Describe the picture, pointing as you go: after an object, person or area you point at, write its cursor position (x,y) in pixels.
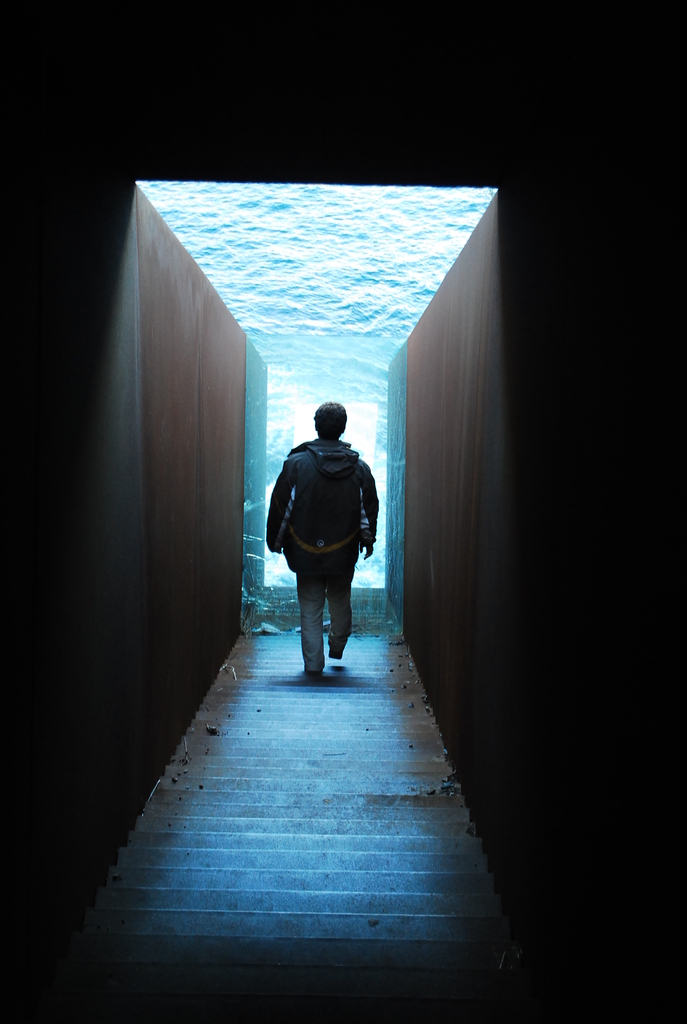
In this image a person (320,454) is walking on the stairs (317,718). On both sides of stairs (406,791) there is wall (446,565). This person (365,509) is carrying a bag (342,515).
